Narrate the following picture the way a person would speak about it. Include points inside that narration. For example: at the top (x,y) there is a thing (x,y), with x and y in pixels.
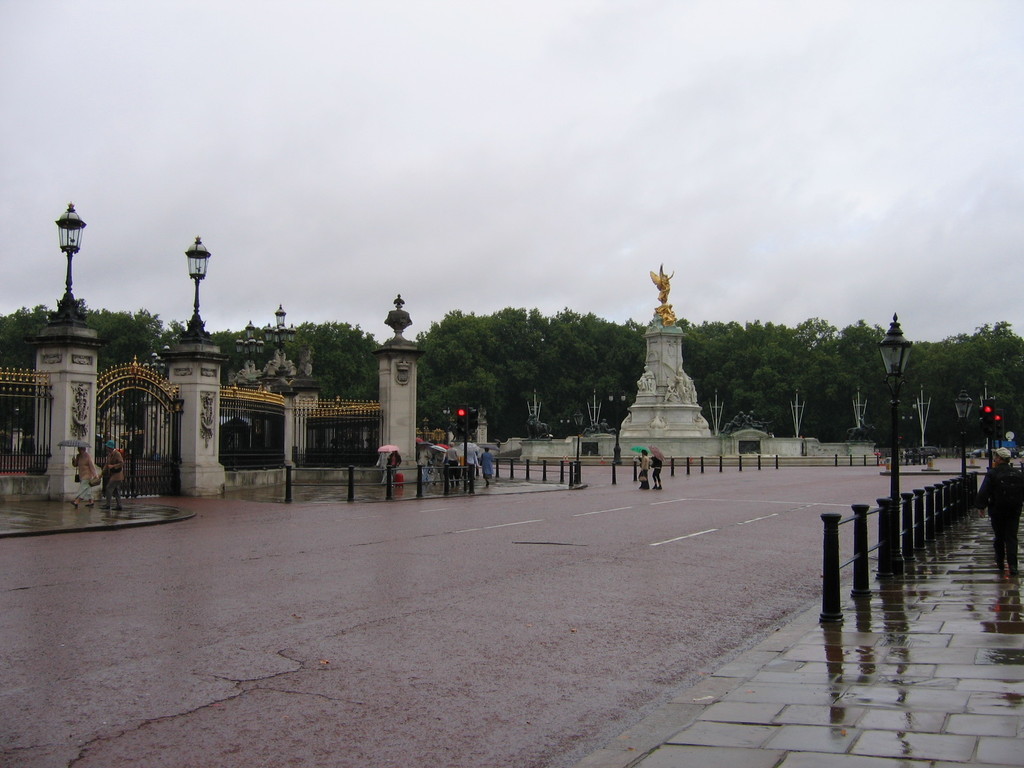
There is a road (280,604) at the bottom of this image (480,676). We can see a gate (259,390), pillars (74,387) and a fountain (640,430) are present in the middle of this image (664,435). We can see trees (360,346) in the background (702,370). The sky (661,260) is at the top of this image (491,179).
